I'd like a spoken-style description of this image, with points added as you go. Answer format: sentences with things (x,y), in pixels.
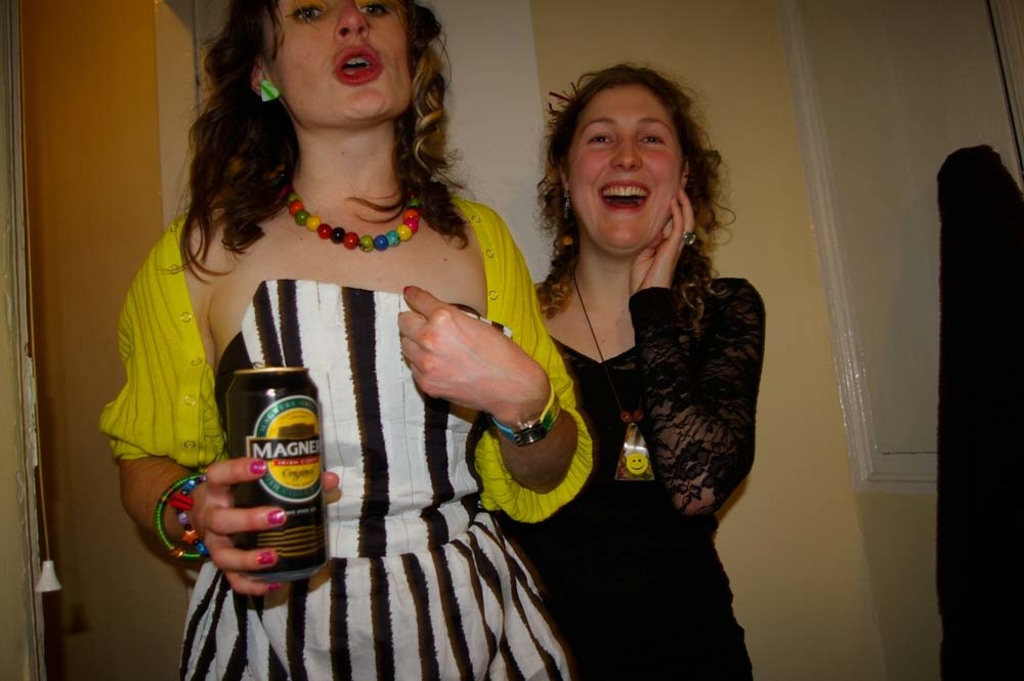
In this image there are two women (488,289), one woman (480,323) is holding a tin (267,454) in her hand (253,522), in the background (99,86) there is a wall (871,642).
